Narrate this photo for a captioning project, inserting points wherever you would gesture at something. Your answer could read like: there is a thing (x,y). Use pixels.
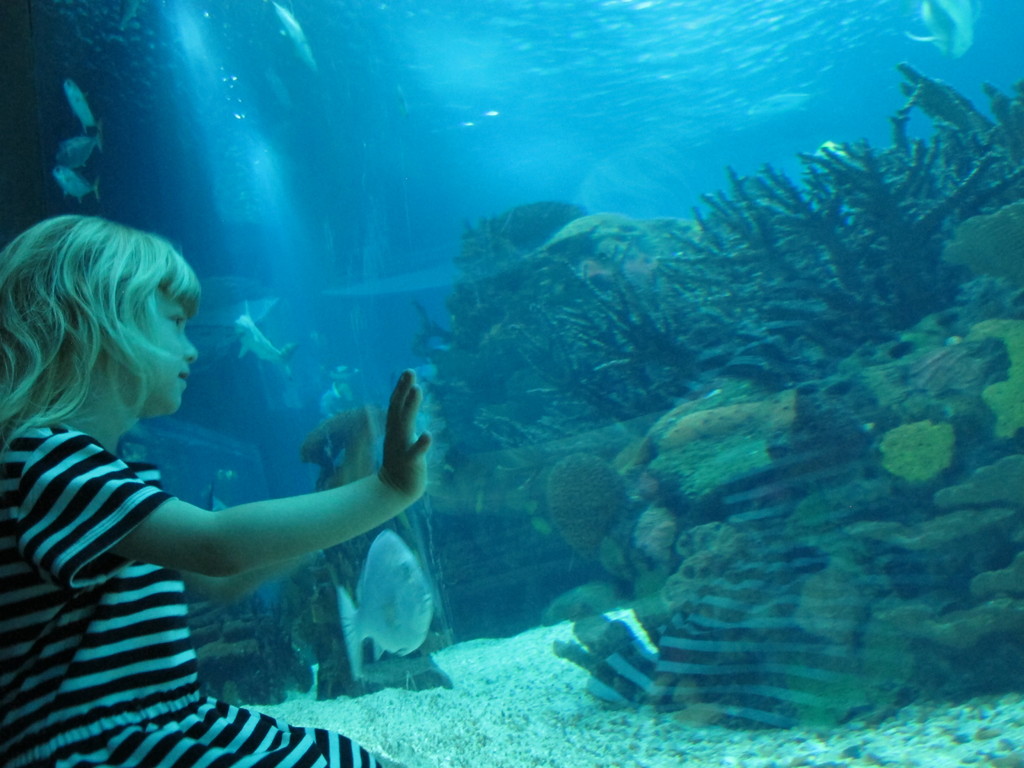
On the left side of the image (95,338) there is a girl (98,394), before her we can see an aquarium (768,497) and there are fishes (412,563) in the aquarium (342,140). We can see water plants (784,440).
